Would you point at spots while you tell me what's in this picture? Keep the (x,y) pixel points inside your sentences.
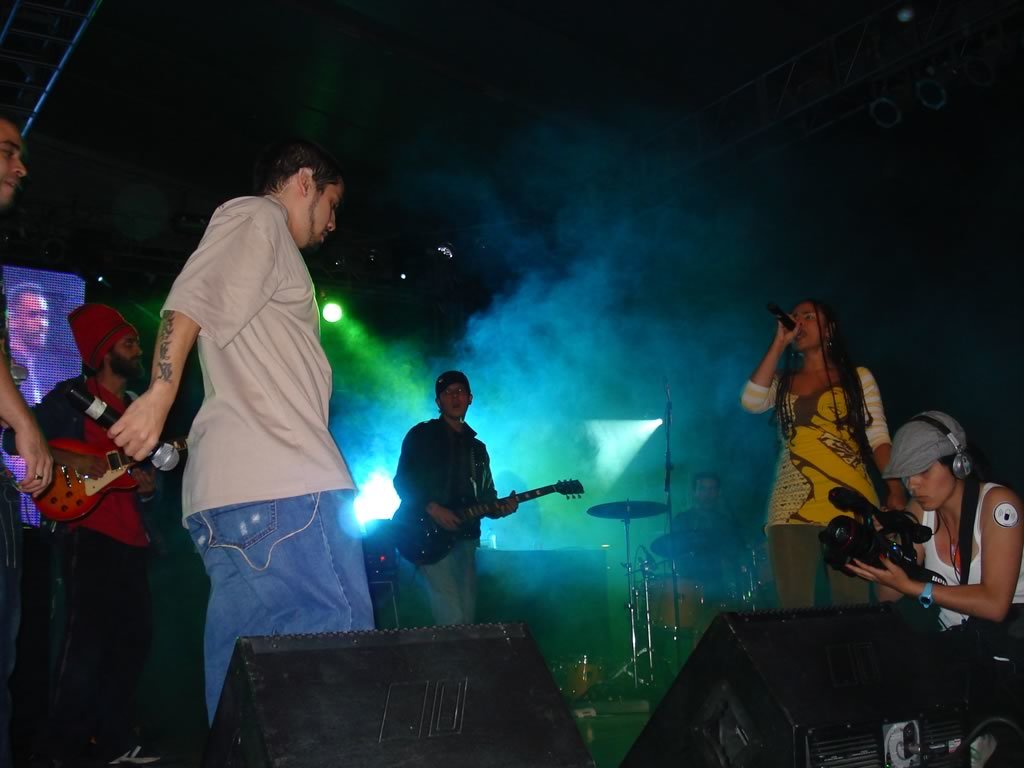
In a picture there are many people (432,446) in which two persons (470,459) are playing guitar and one person (296,368) is holding a micro phone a woman (775,413) is singing in a micro phone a man (723,552) is playing drums (684,600) another person (919,497) is capturing an image in the video camera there are sound systems (458,702) there are lights (325,313) near to them.
